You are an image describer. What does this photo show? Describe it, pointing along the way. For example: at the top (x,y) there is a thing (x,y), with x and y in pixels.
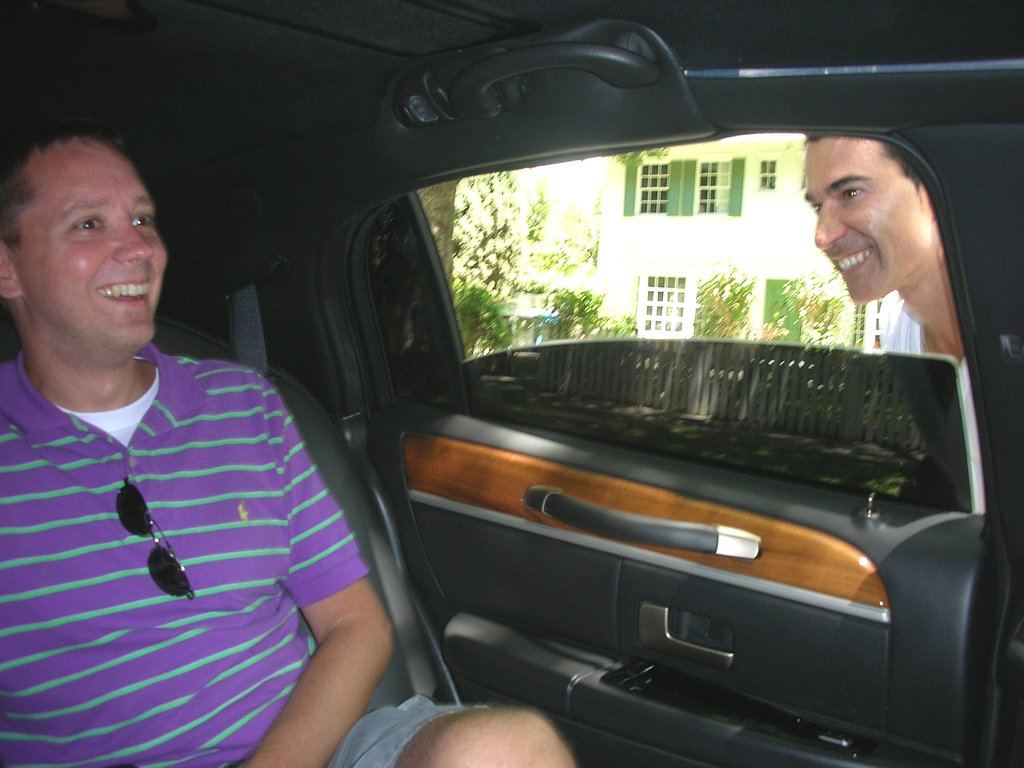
In this image we can see two persons (208,497) one is standing outside of the car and another one is sitting in the car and the both are laughing in the background (720,203) we can find a building (680,224) and a tree (471,214).
